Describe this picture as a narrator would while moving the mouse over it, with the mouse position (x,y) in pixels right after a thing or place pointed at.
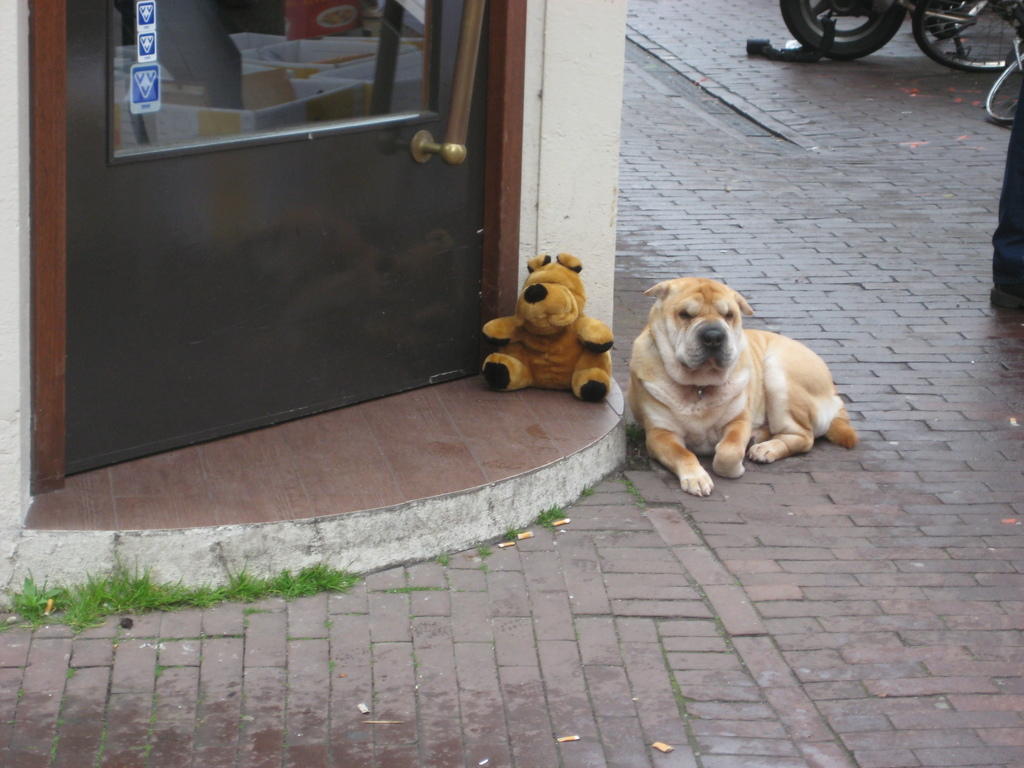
In this image I can see the dog (762,396) in brown and white color and the dog (710,383) is on the road (806,580). In front (466,194) I can see the door (463,301) and the toy (589,367). In the background (923,3) I can see few vehicles (977,40).
